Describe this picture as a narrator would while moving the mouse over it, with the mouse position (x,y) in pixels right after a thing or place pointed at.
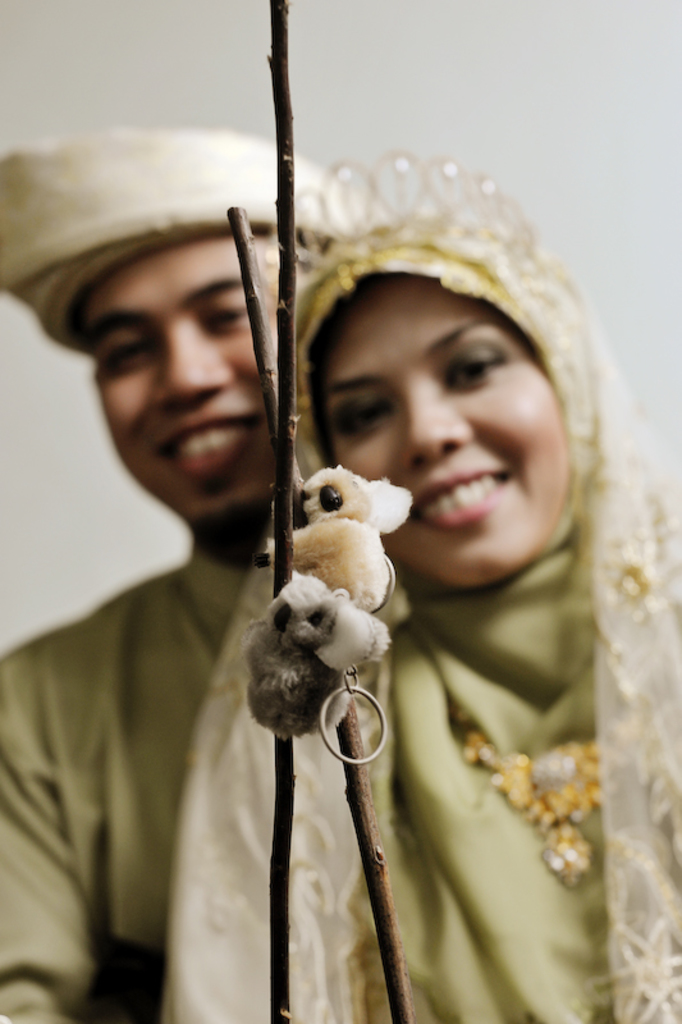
In this image we can see key chains (334,695) to the wooden sticks (355,749). The background of the image (226,860) is slightly blurred, where we can see a man (264,447) and woman (453,587) are standing and the white color wall (484,111).
